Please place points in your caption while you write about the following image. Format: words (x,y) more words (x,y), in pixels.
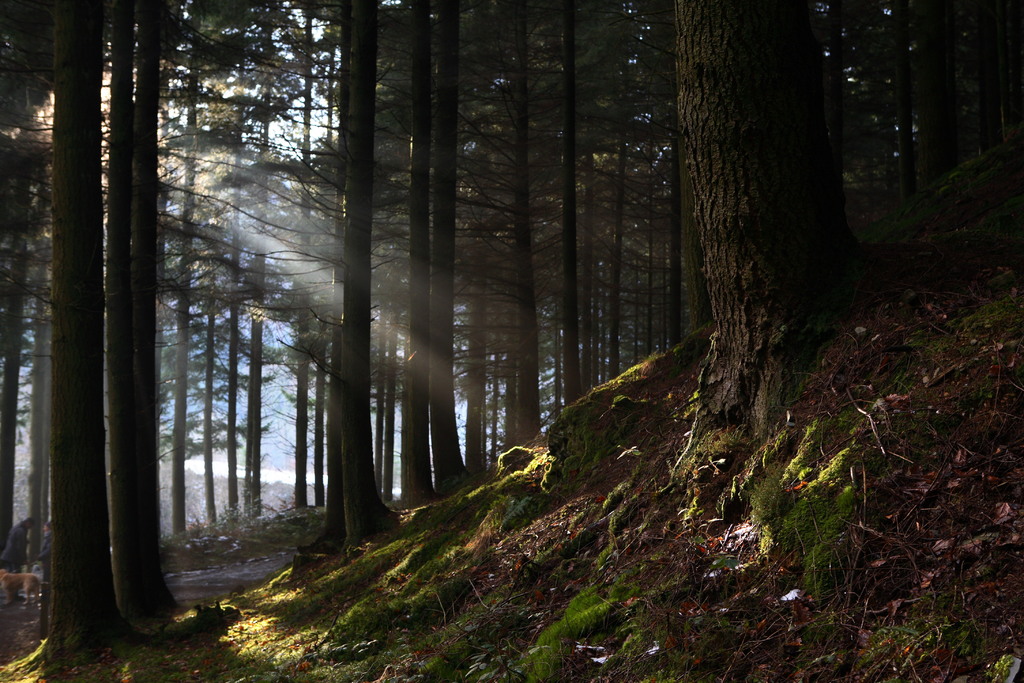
In this image we can see many trees (660,110) and grass (319,599) on the ground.
